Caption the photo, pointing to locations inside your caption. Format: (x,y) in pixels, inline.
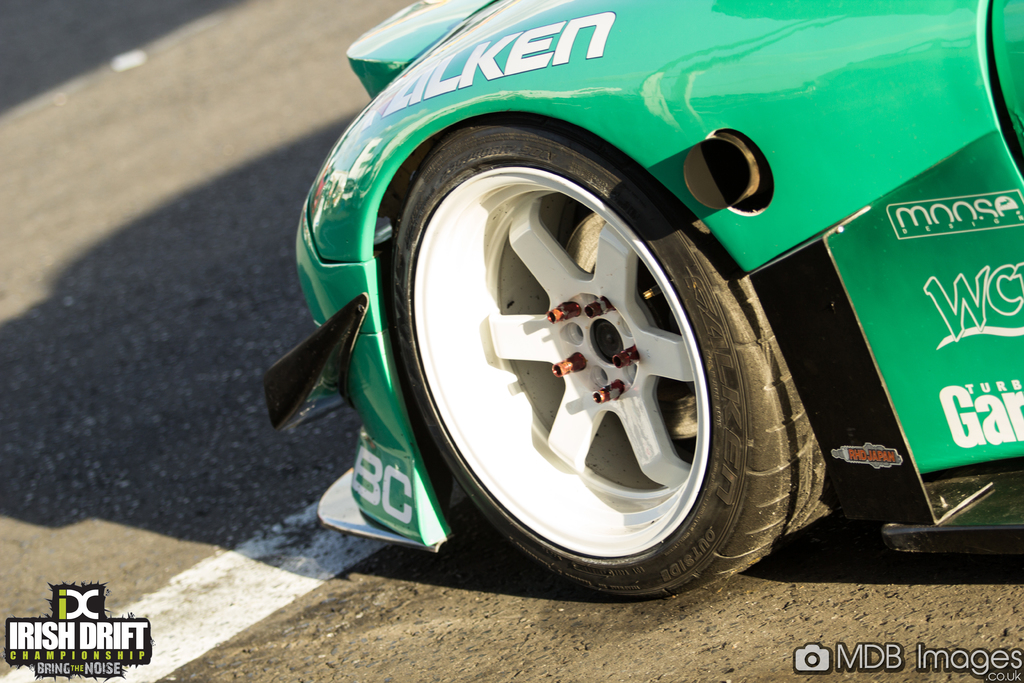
There is green color car (325,221) on the road (293,475).
